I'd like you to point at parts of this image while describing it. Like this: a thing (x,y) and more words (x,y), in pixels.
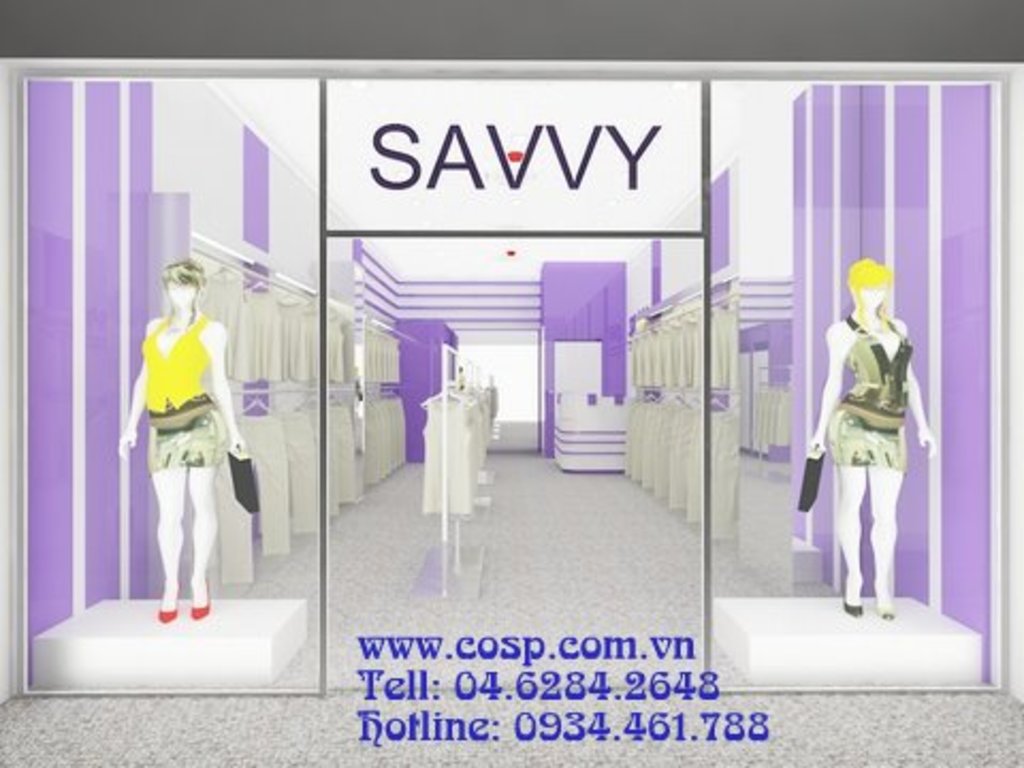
This image looks like it is animated. There are mannequins (851,490) and clothes (305,317) hanged to the hangers (257,281). At the bottom (561,730), there is a floor (611,712) and contact number (580,697). To the top (509,128), there is a name (466,163) of the shop (405,186).
